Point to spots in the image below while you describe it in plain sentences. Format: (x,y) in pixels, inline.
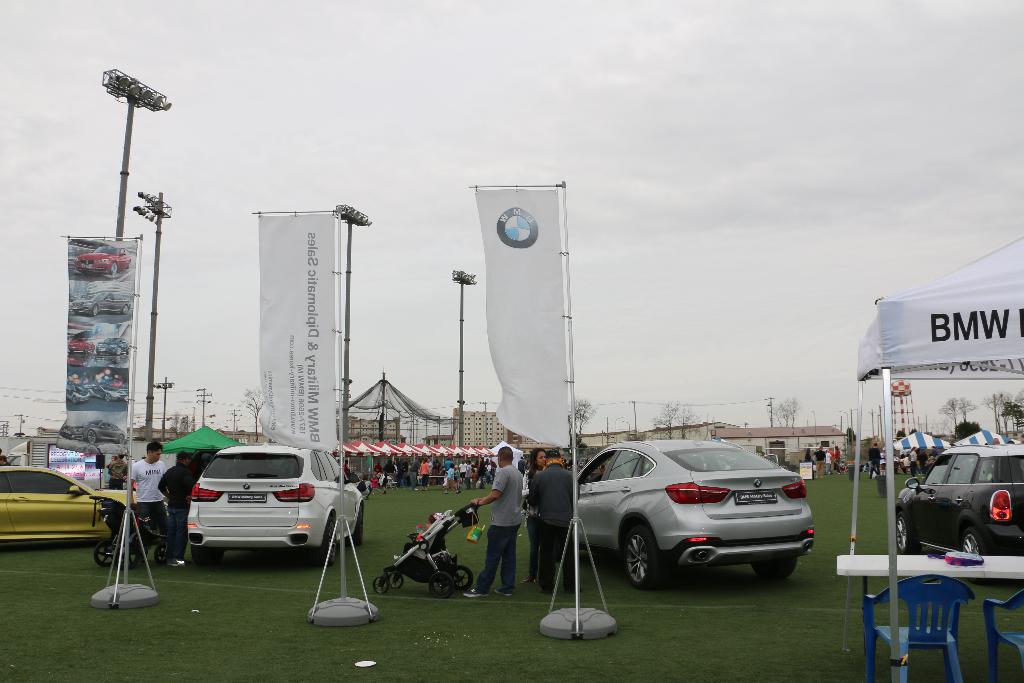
This is an outside view. Here I can see few cars (952,493) on the ground (242,594) and few people (503,508) are standing. On the right side (889,385) there is a tent (884,340), Under the tent (892,589) there is a table (928,565) and few chairs (909,605). Here I can see few flags (102,366). In the background (469,468) there are many buildings (456,428) and many people (414,477) are standing. On the left side (122,71) there are few light poles (120,84). At the top of the image (617,129) I can see the sky (443,84).
